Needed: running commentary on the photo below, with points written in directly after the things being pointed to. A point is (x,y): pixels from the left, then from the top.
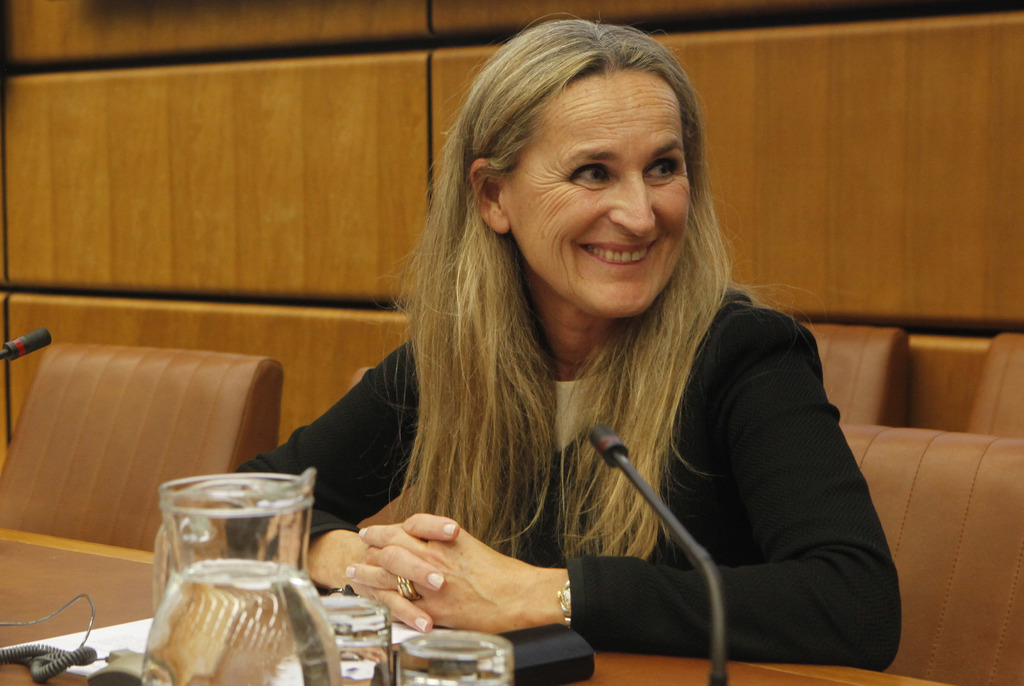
Here we can see a woman (573,126) is sitting on the chair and smiling, and in front (220,527) here is the table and microphone (655,508) and glass (236,542) and some other objects (269,567) on it.
